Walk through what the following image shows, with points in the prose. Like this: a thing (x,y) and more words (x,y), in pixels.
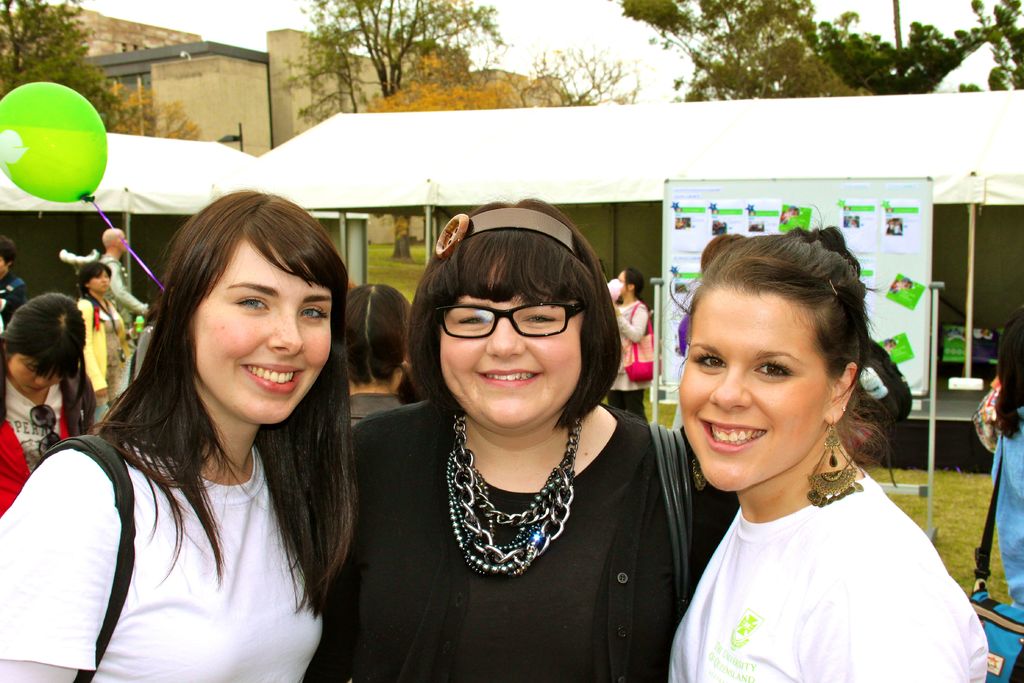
In this image, we can see three women (718,593) are watching and smiling. Background (1018,548) we can see few people (1006,541), board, rods (906,484), tents (1000,169), balloon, grass (916,498), trees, walls (215,96) and sky (565,34).
